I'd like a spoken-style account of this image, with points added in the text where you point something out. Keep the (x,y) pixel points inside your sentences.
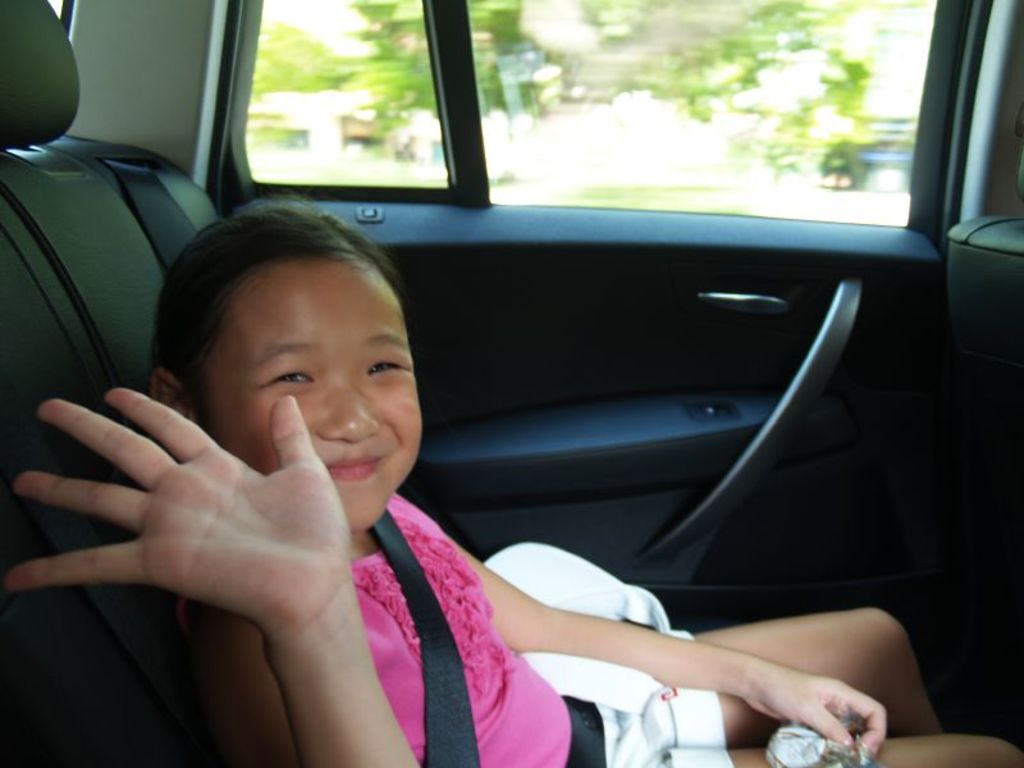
In this image In the middle (480,289) there is a car (437,470) inside that there is a girl (319,500) she is smiling she wear pink dress (493,666). In the background (763,125) there are trees (764,117).
